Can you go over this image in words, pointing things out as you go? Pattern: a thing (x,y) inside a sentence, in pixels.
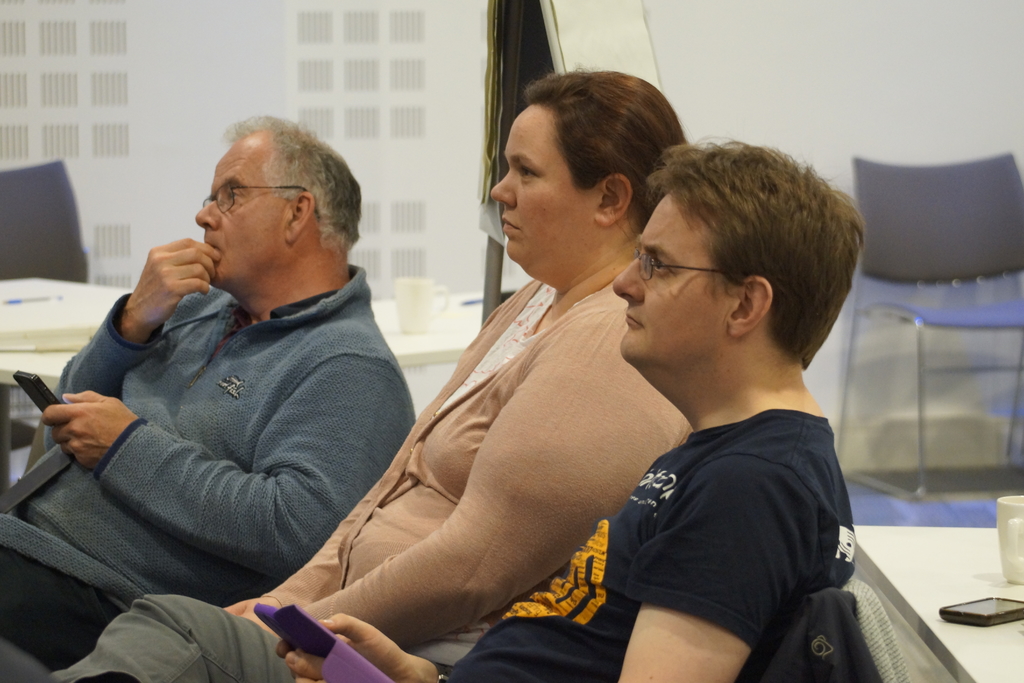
In the foreground of the picture (298,352) we can see three people (592,438) sitting on chairs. On the right (924,620) there is a desk (932,593), on the desk (932,605) we can see a cup (1022,564) and a mobile (1001,598). At the top right (943,223) there is a chair (953,189). In the background (675,73) we can see desk (29,292), chair (36,181) and wall (314,73).
